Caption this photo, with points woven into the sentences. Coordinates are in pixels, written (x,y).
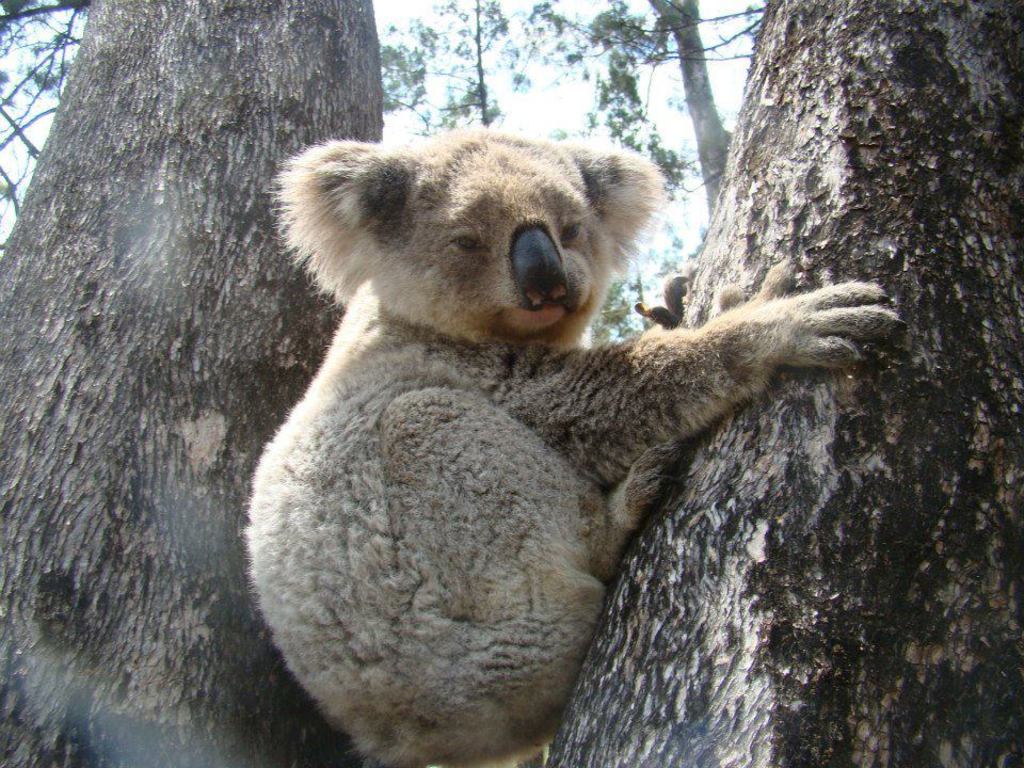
In this image we can see an animal (536,342) in between the two trees (111,235) and on the right side (683,504) tree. In the background (467,77) there are trees (659,7) and sky (22,62).
